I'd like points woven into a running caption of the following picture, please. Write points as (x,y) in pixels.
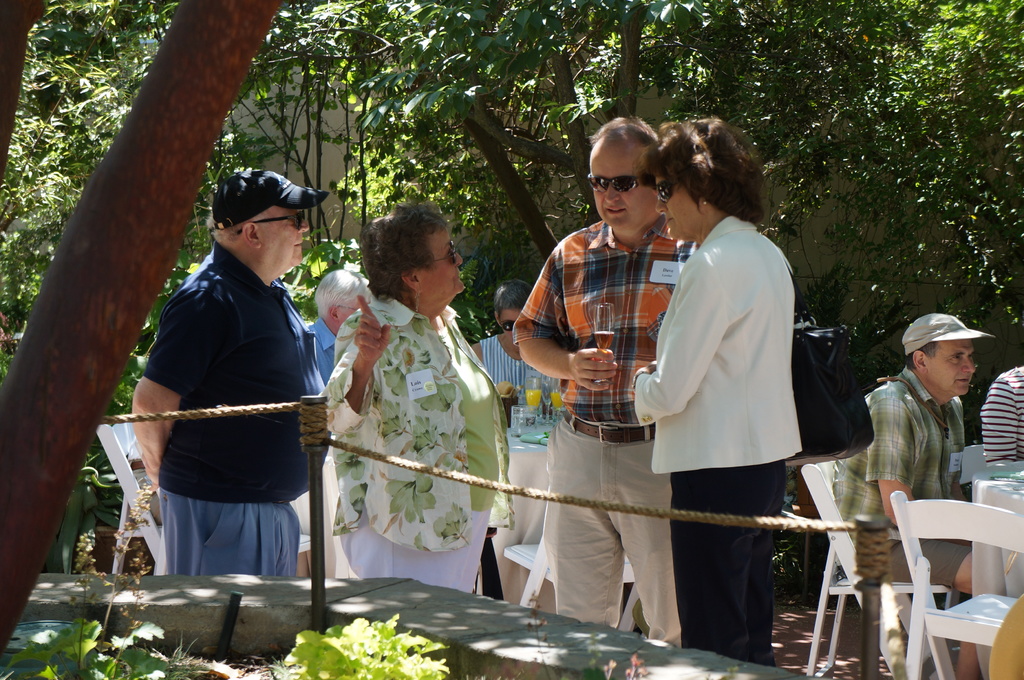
In this image we can see some group of persons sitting on chairs (992,529), in the foreground of the image (610,478) there are some persons (461,378) standing and a person (593,371) holding glass (603,340) in his hands (577,368), in the background of the image (539,413) there are some glasses (514,425), bottles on table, there are some trees (151,141), wall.
